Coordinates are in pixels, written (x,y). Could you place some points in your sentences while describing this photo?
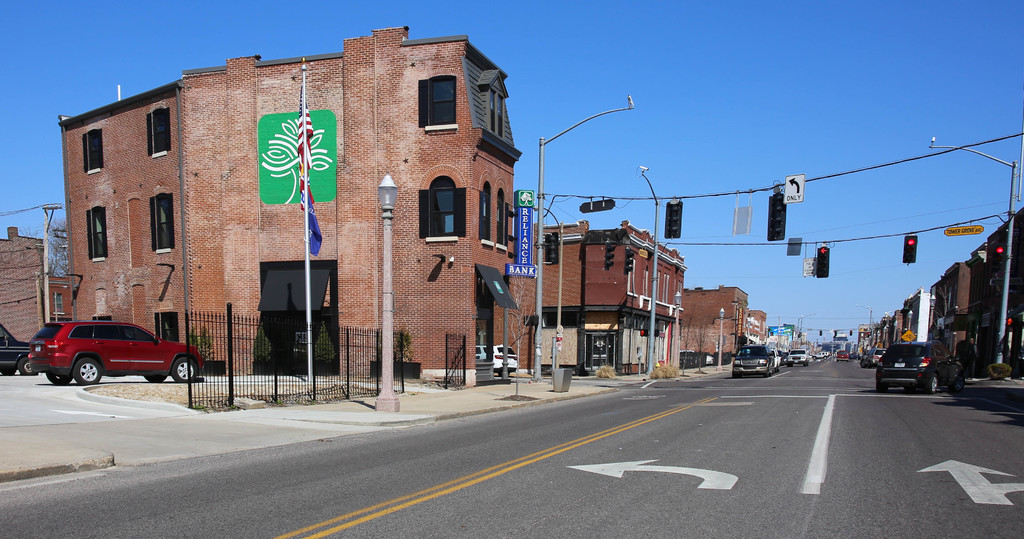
In the center of the image (423,184) we can see buildings (497,236), boards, electric light poles (542,158), windows (450,224), wall (411,232), fencing (325,379), vehicles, traffic lights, wires (869,224), tree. At the bottom of the image (483,497) there is a road (489,491). At the top of the image (593,46) there is a sky (578,72). On the right side of the image (1000,372) we can see some bushes (1000,372).
